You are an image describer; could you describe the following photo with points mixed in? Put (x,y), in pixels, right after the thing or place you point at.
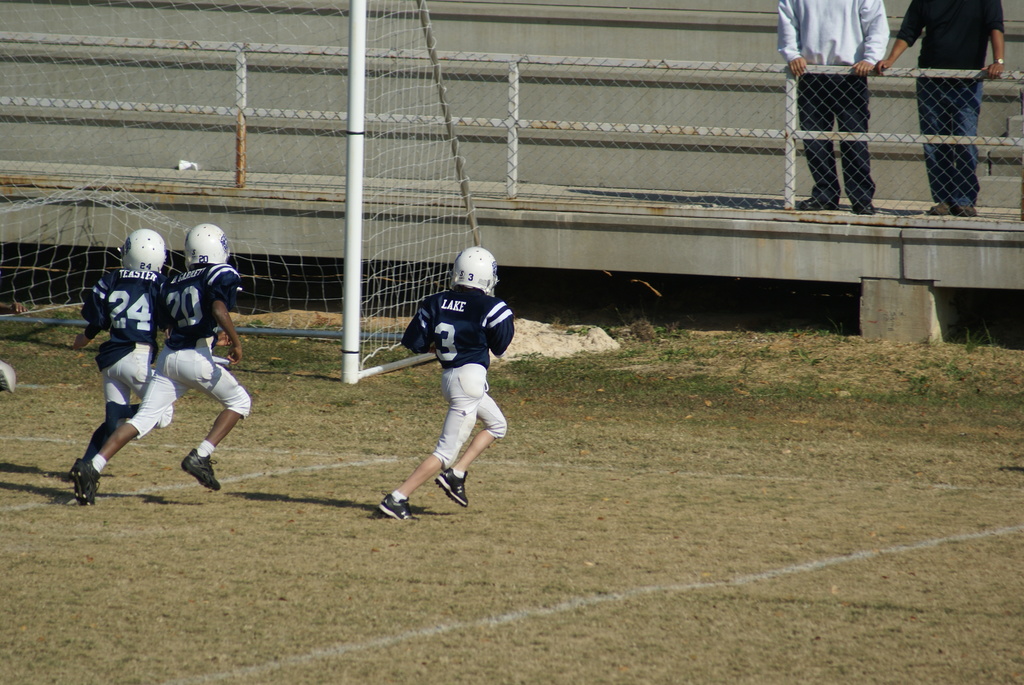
In this picture I can see a few people (223,344) wearing jerseys (211,329) and helmets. I can see the metal grill fence (613,155). I can see two people (837,88) standing on the right side (850,115). I can see net (368,207) on the left side (320,233). I can see the ground (251,378).
